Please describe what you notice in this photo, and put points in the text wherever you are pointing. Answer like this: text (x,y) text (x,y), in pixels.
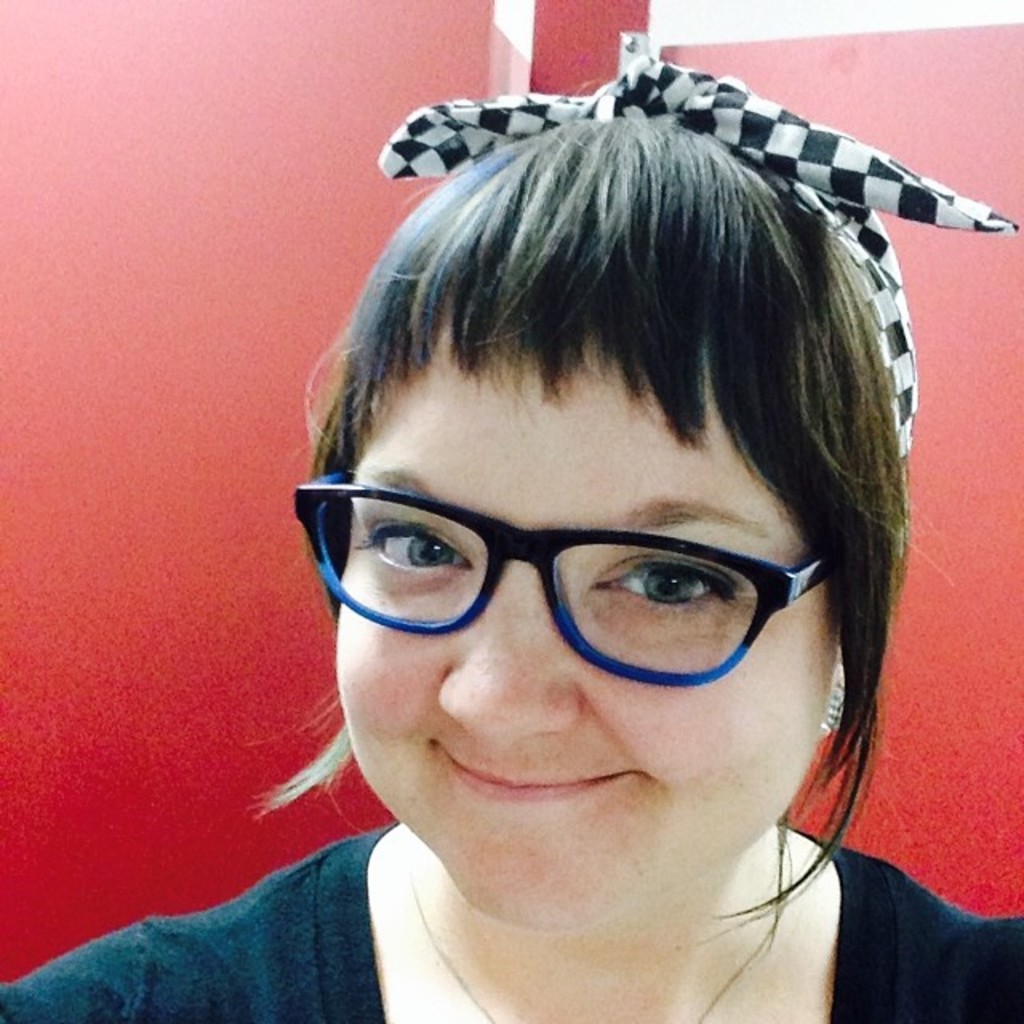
In the foreground of the image (594,488) there is a woman (519,859). The background of the image (159,616) is red in color.
